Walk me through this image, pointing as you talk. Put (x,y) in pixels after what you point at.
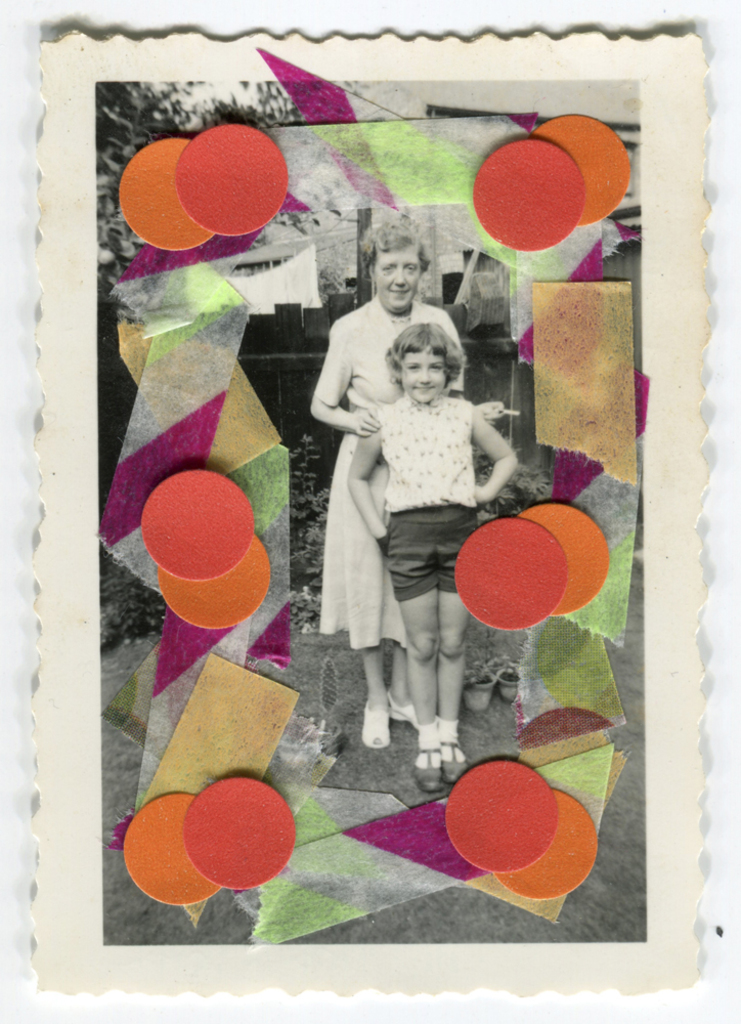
In this image I can see a photo frame (536,118). I can see this frame (67,314) contains picture (285,444) of a girl (409,365), a woman (411,265) and of few plants (222,110). I can also see this picture is black and white in colour. I can also see few decorations (572,662) on the frame (427,962).
